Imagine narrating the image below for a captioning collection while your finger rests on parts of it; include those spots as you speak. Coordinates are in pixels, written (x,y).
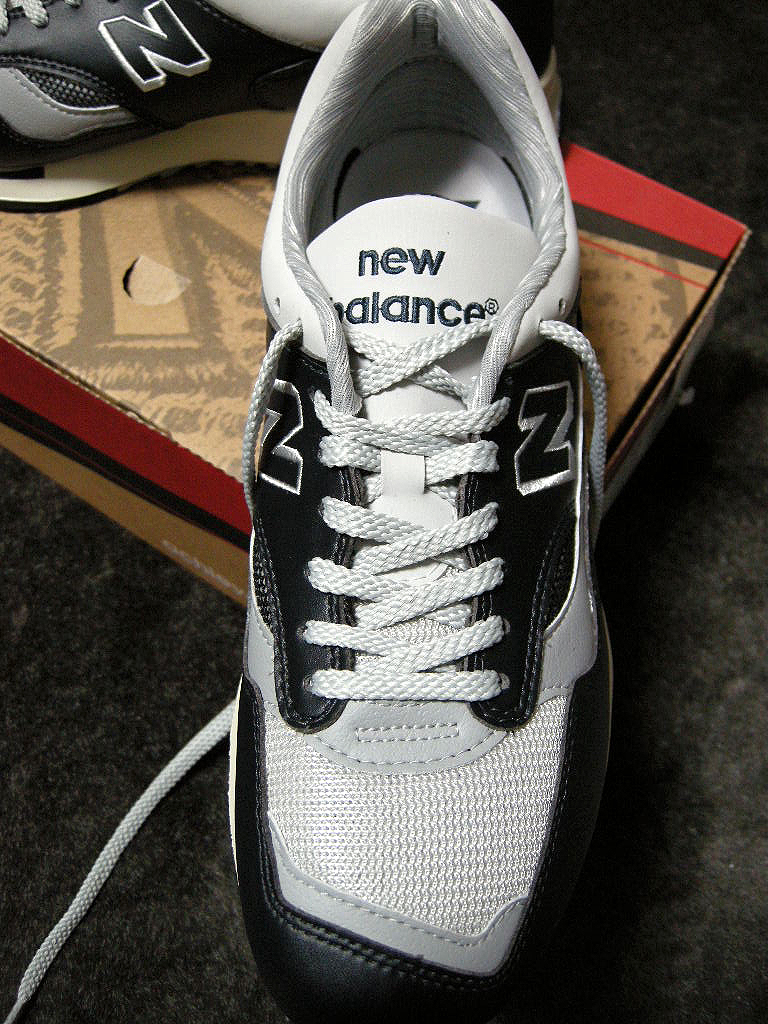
In this image I can see the shoes (303,478) on the cardboard box (112,381). The box (97,435) is on the grey color surface (106,722). These shoes (353,417) are in white and black color.
